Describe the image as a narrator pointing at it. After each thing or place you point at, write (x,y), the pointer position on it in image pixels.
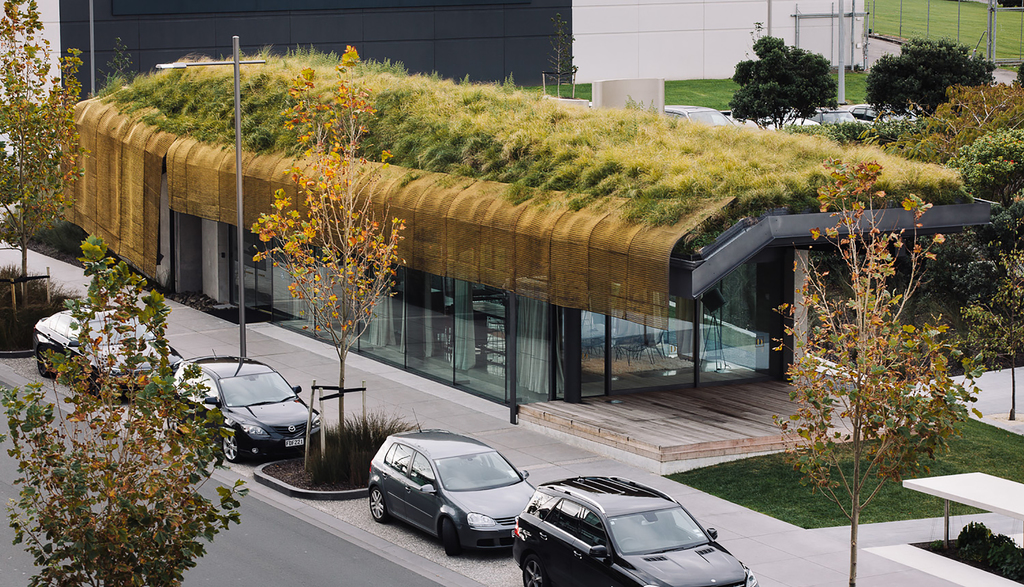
In this image we can see some cars (454,505) parked on the road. Image also consists of many trees (1009,256) and also buildings (688,51) and on the top of a building (732,360) we can see the grass (565,132). We can also see light poles (238,213) in this image.
